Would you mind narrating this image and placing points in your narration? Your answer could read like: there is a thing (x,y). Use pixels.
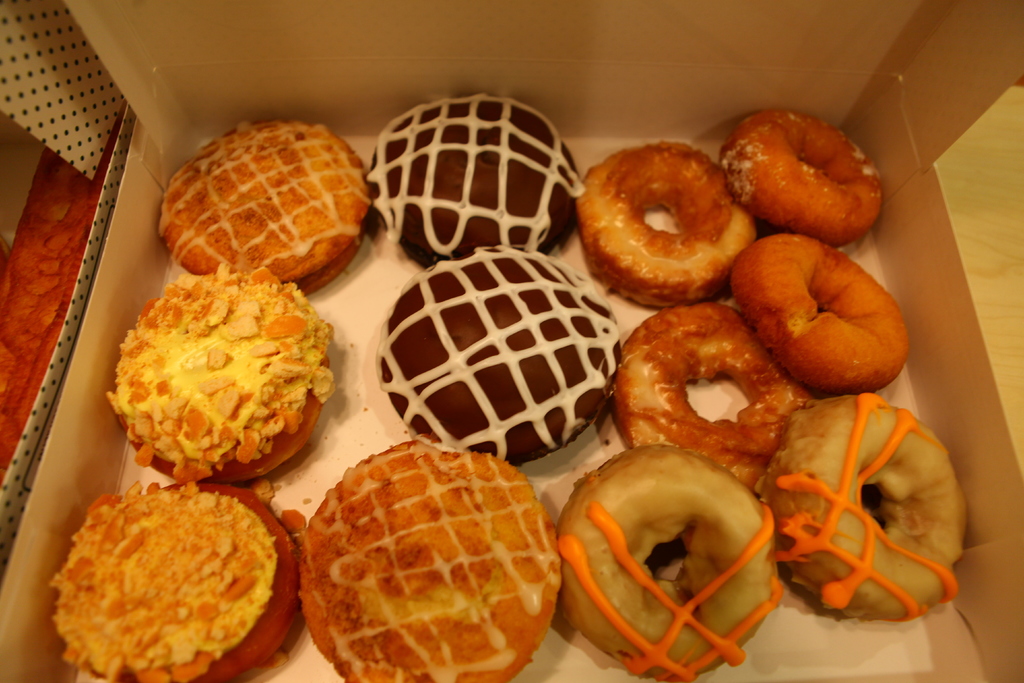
In this image I can see different food items (266,193) kept in an opened box (835,113) made up of cardboard (67,361) on a table (1003,237).
